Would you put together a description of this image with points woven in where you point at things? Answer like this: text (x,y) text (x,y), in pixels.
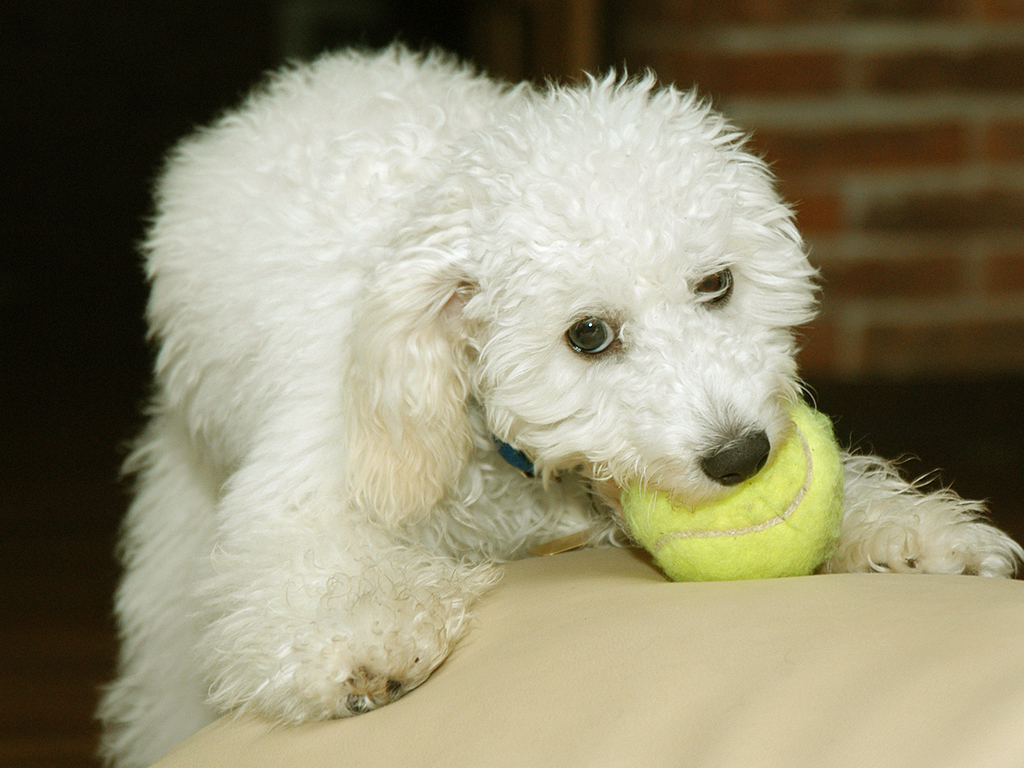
In the image there is a dog (391,409) holding a ball (685,509) with its mouth (661,467), it is laying on some surface (624,645). The background of the dog (404,316) is blur.
